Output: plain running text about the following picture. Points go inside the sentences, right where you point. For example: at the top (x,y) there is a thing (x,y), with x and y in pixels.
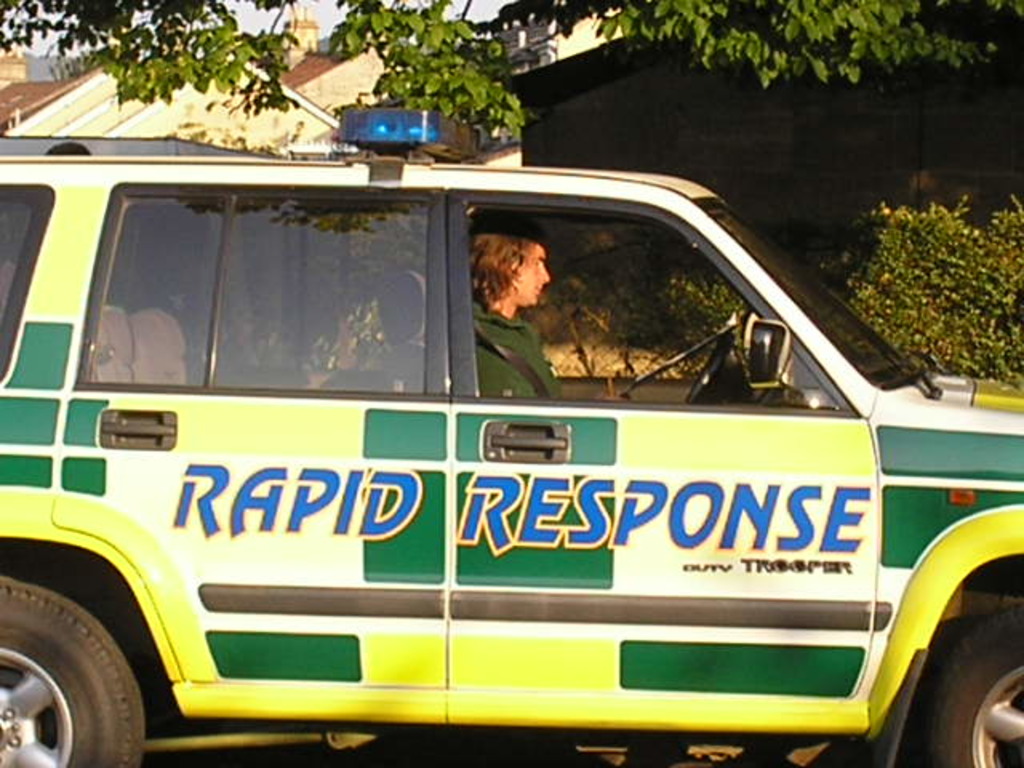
In this image, There is a car (495,517) which is in green and yellow color, In the middle (516,378) there is a boy (478,358) sitting in the car (508,687), In the background (131,95) there are some green color trees (890,28).
